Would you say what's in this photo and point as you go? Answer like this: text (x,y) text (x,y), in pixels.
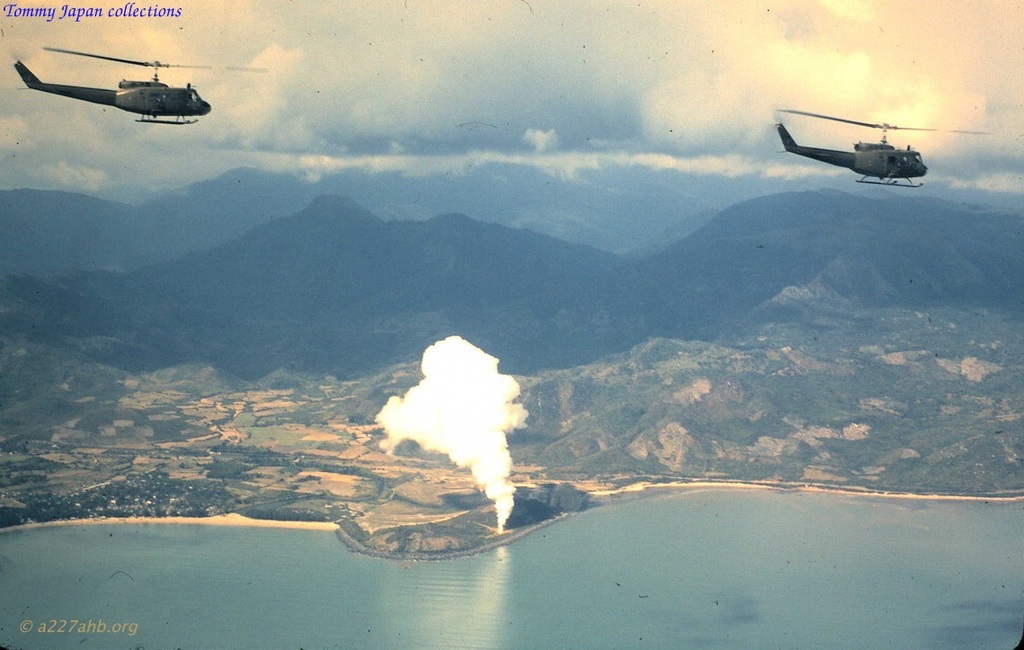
This image is taken outdoors. At the bottom of the image (517,609) there is a sea (762,591) with water (483,627). At the top of the image (350,44) there is the sky (654,107) with clouds (485,70) and two choppers (71,51) are flying in the sky (38,68). In the background (380,260) there are a few hills (468,260). In the middle of the image (639,401) there are many trees (643,416), planted on the ground (786,424) and there is a fire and smoke (462,406).
